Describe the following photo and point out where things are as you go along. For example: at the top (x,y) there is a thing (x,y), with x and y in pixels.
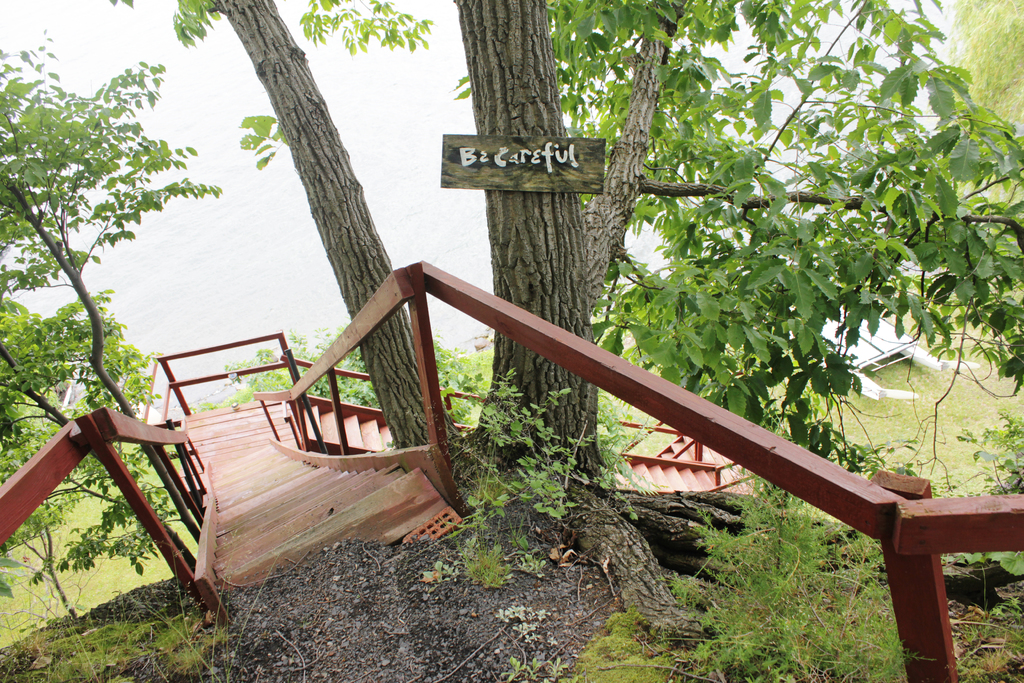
In this picture we can see few metal rods (392,298), trees (329,204), water (329,324) and a boat (861,327).
